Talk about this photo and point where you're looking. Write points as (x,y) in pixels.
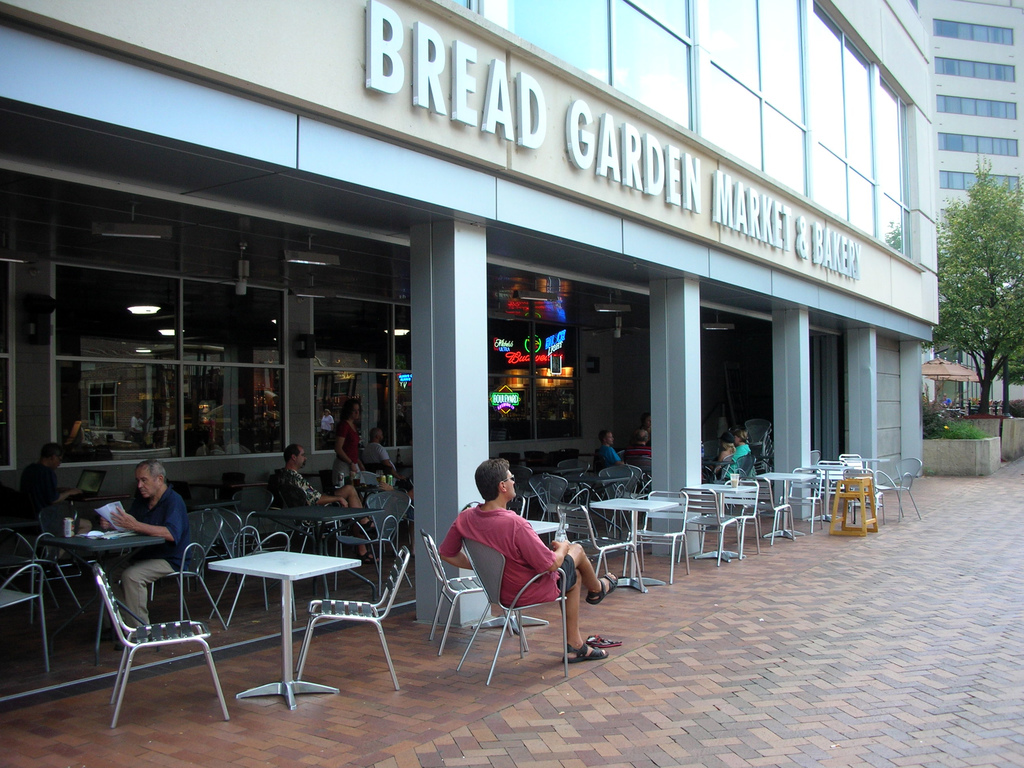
In this image there are buildings (925,246) and trees (991,258). At the bottom (390,515) there are tables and chairs (568,532). We can see people (567,568) sitting and some of them are standing. There is a stool (838,522).
